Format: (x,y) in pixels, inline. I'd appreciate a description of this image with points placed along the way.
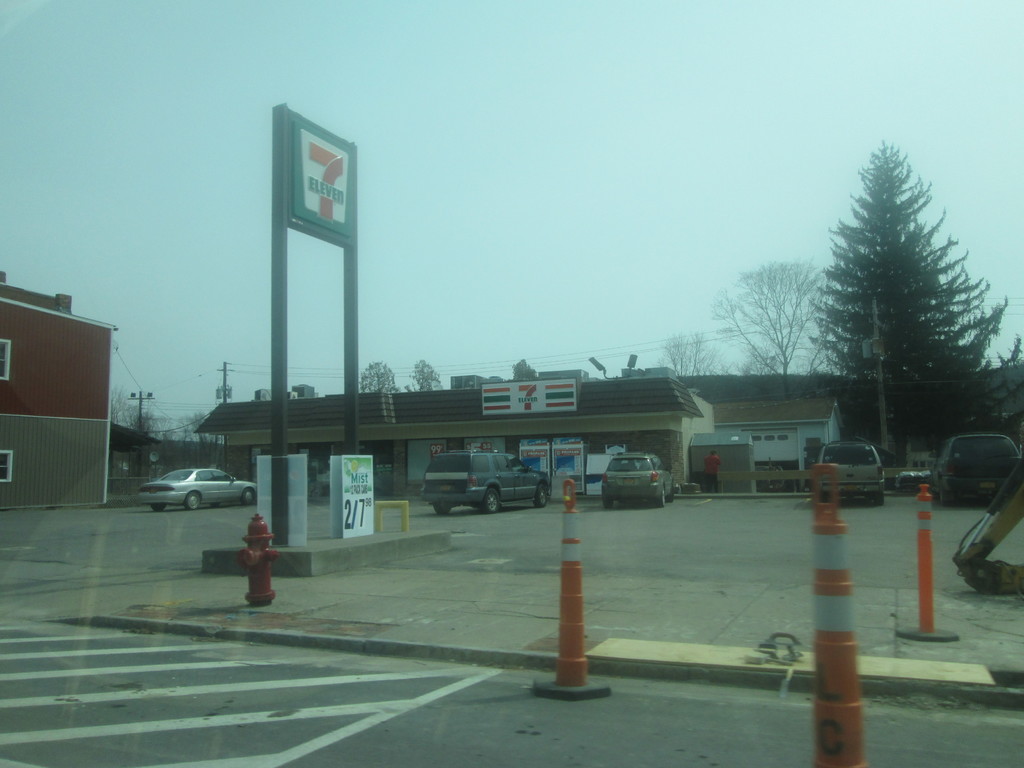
This picture is clicked outside the city. At the bottom of the picture (478,687), we see the road (535,678), traffic stoppers (573,586) and a red color rod (253,571). Beside that, we see boards (292,511) in white color and a board (317,167) in grey color. Behind that, we see the cars (653,486) are parked on the road (508,518). On the left side (49,471), we see a building (56,460) in grey and brown color. There are street lights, electric pole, buildings (617,442) and trees (931,432) in the background (735,380). At the top of the picture (673,125), we see the sky (575,151).
